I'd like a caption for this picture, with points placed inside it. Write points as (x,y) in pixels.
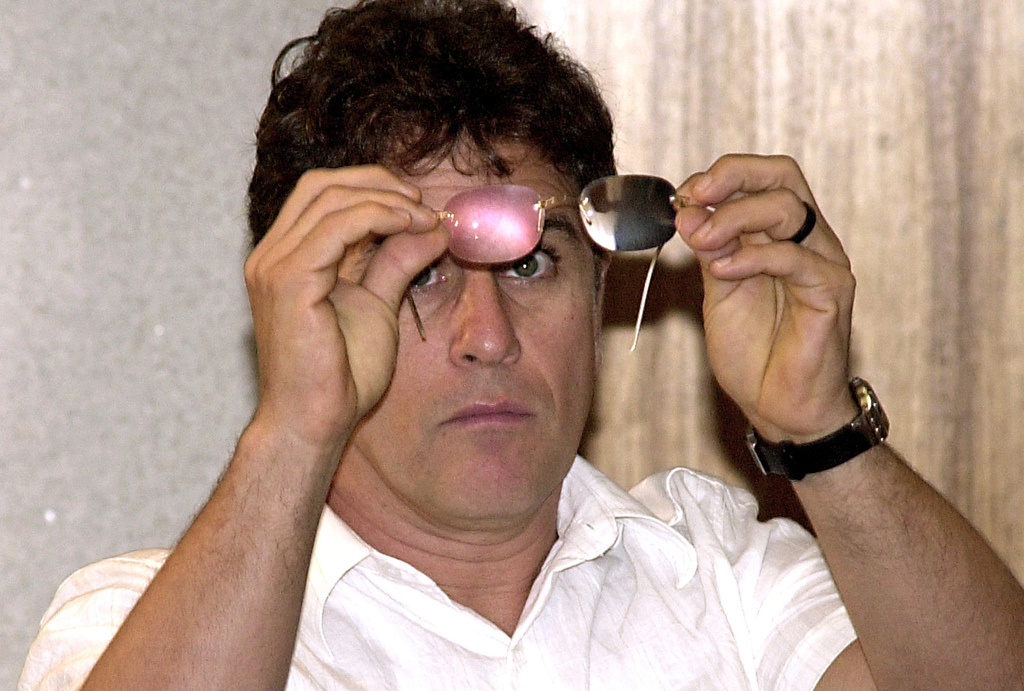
In this image I can see a person (556,220) holding spectacles (477,235) and there is a wall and curtains (928,110) at the back (1020,265).
